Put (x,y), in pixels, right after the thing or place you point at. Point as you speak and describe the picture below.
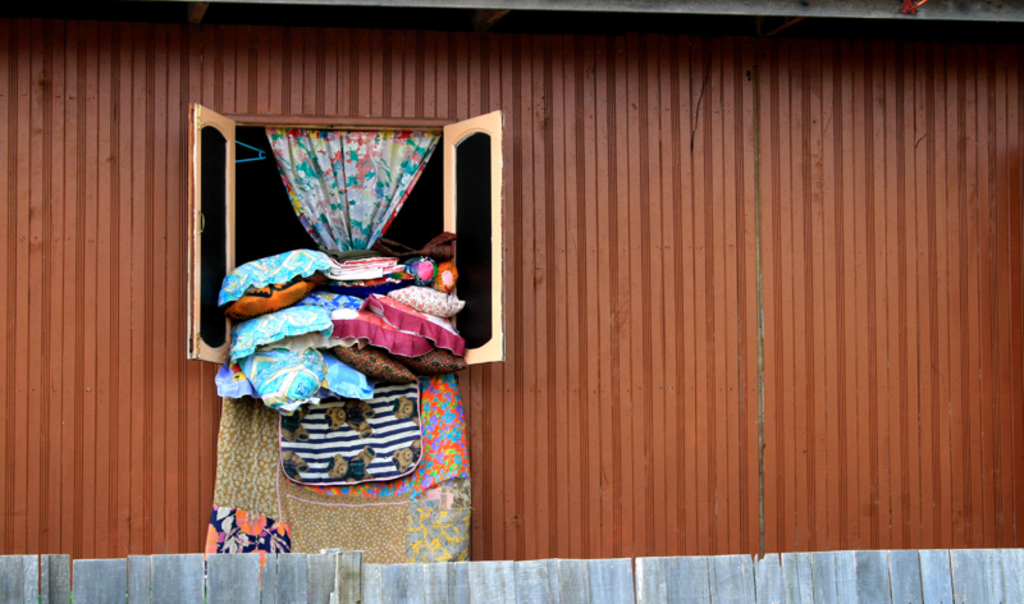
In this image, we can see a window (196,178) to a shed (563,96) and there are pillows (298,303), clothes (310,432) and we can see a curtain (339,185). At the bottom (505,574), there is a fence (471,568).
